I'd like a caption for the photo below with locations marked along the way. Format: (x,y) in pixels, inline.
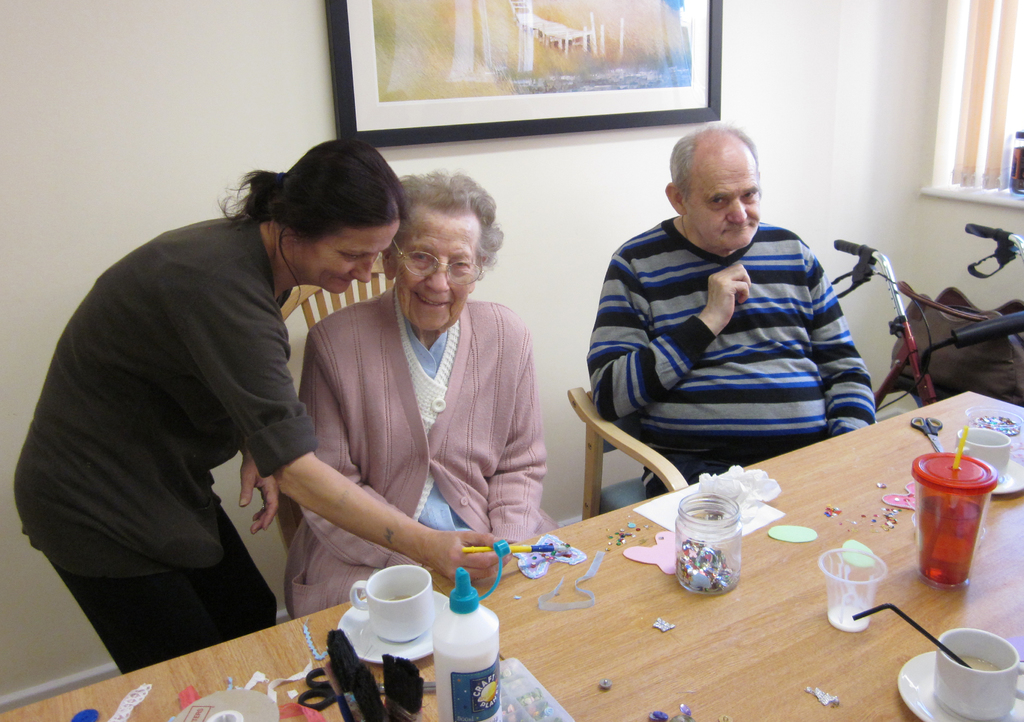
In this picture there is a person (699,370) sitting on a chair (612,447) and the old lady (469,411) is sitting on the chair (344,308) another woman (209,372) is standing here and there is a table (719,604) on the table (711,604) we can see a cups (825,574) contains some liquid (950,555) and a bottle of glue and some decorative items (638,555) the woman (481,556) is just pasting on the table (555,579) and back side there is a wall (784,127) all the wall (786,90) contains a photo frame (603,54) and walkers (932,349) are present here.
